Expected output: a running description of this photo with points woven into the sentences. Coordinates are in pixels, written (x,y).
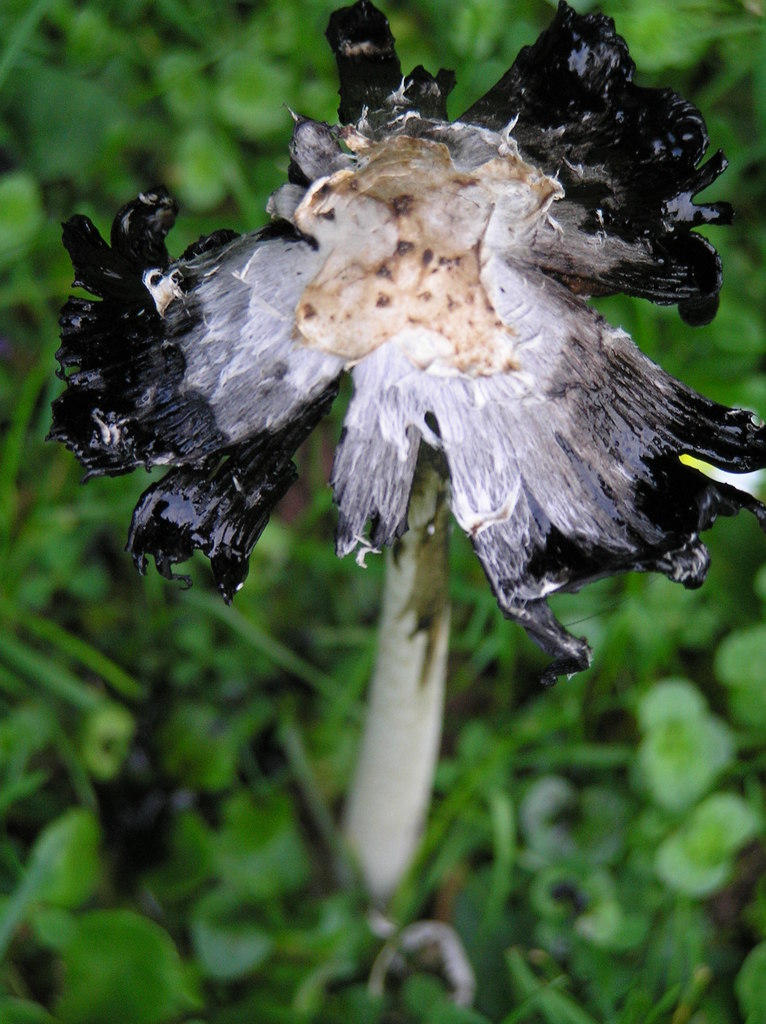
In the middle of the image (304,356) we can see a mushroom (452,423) and we can find few plants (511,683).
